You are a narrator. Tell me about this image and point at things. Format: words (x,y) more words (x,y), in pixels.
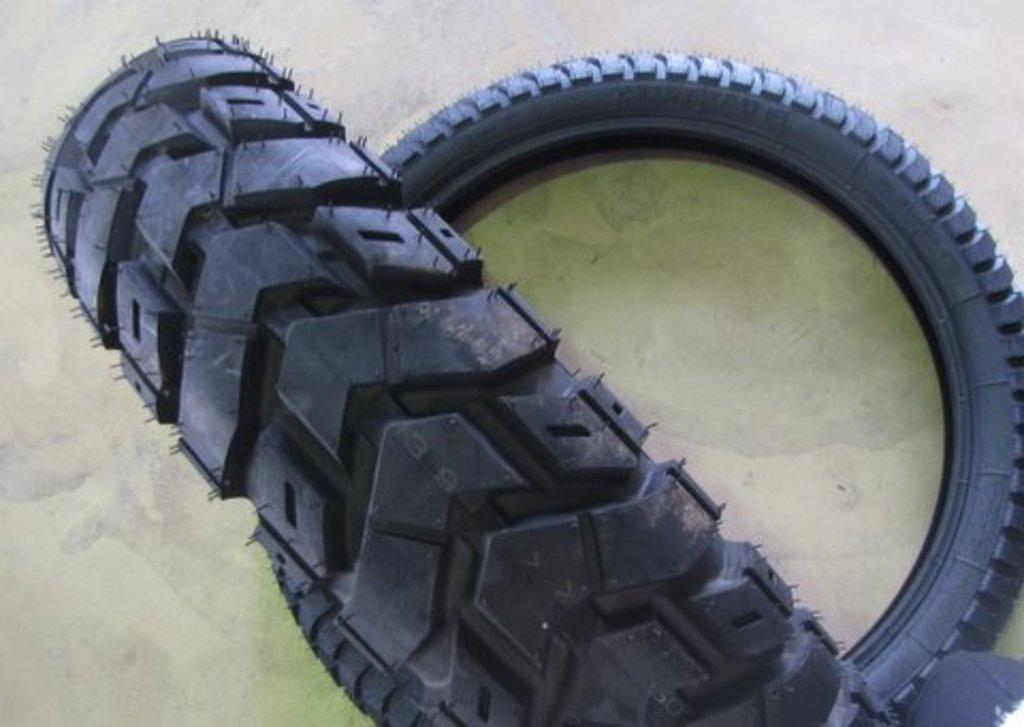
In this image, we can see two tyres (827,192). In the right corner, we can see an object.
